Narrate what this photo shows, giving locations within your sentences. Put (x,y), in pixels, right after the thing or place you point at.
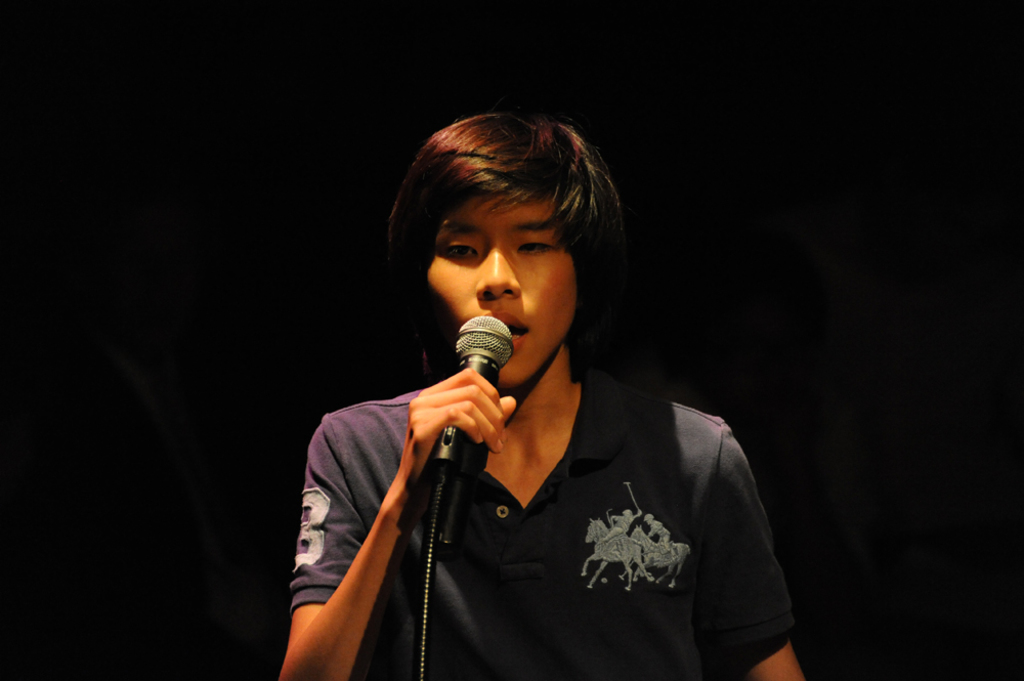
In this image I can see a man (386,447) and I can see he is holding a mic (446,461). I can also see he is wearing t shirt (612,594) and on his t shirt (618,568) I can see few logos (609,521) are printed. I can also see this image is little bit in dark from background (20,196).
